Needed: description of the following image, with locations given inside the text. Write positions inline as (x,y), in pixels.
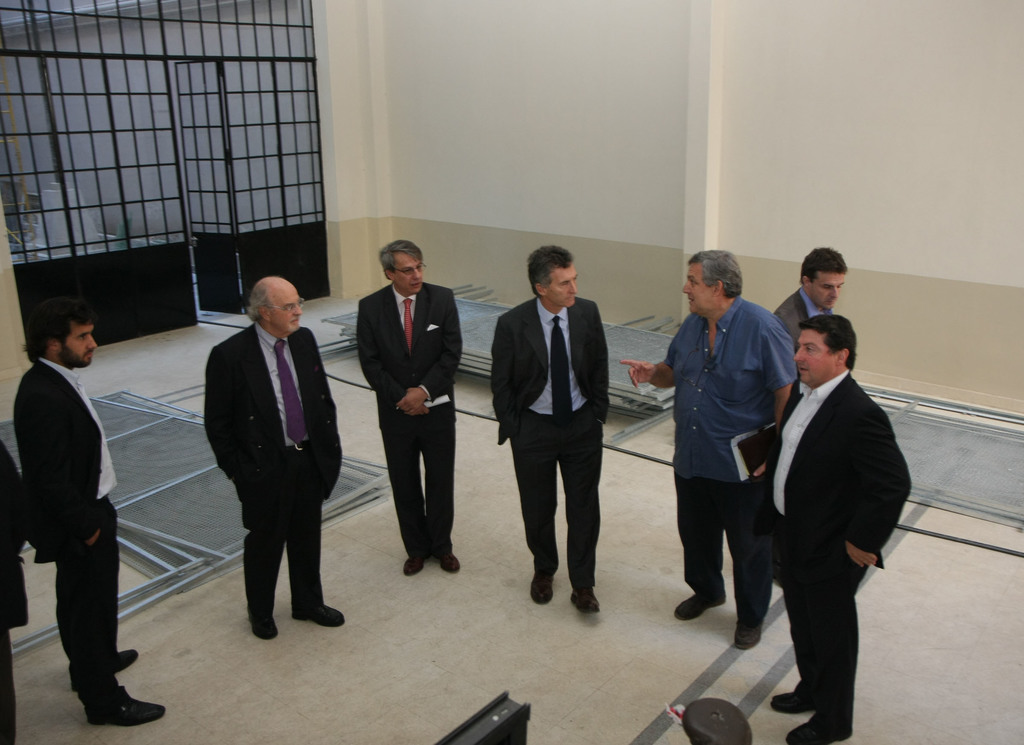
In this image, there are a few people (737,396). We can see the ground (602,515) with some objects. We can see the wall (732,219) and also the gates (180,196). We can see some objects (705,719) at the bottom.
